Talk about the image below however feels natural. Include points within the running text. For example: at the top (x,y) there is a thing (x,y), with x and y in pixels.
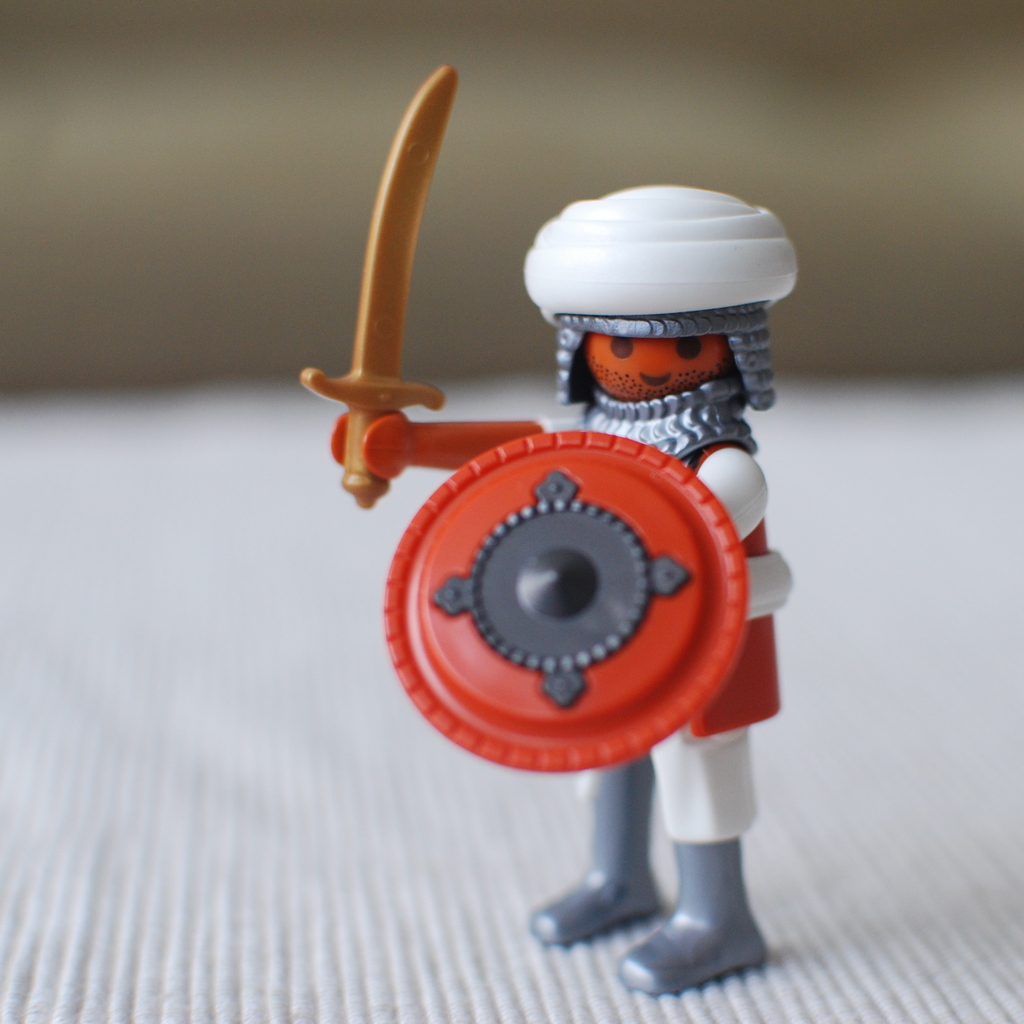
In this picture I can see a miniature (594,529) and I can see blurry background (274,150).
